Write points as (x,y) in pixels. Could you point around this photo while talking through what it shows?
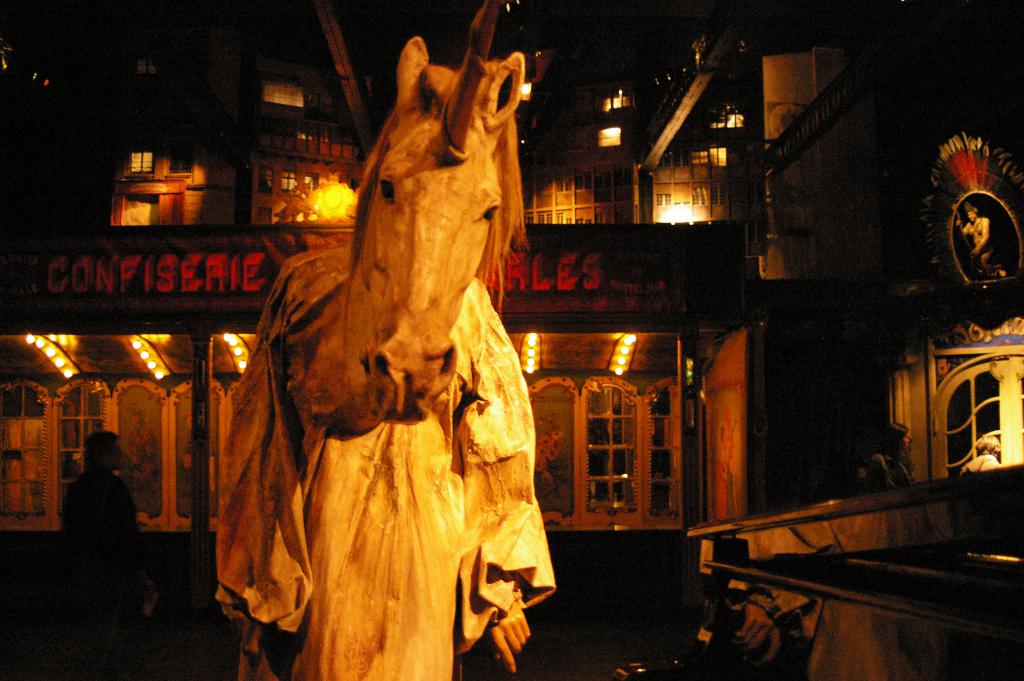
In this image I can see the dark picture in which I can see few persons (98,489) standing, a person (379,612) wearing horse costume (388,349) and in the background (139,224) I can see few buildings (273,190), few lights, the dark sky (370,49) and few other objects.
